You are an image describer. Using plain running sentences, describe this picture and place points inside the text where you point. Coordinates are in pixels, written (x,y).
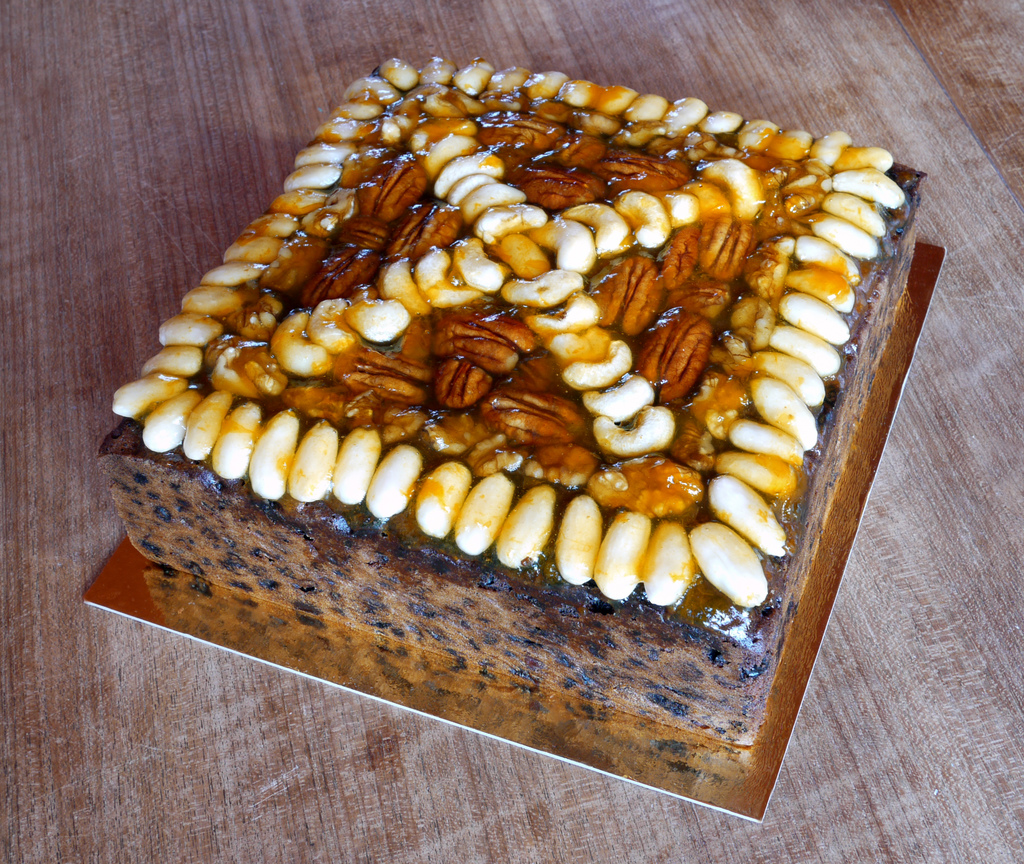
There is a cake (415,541) with dry fruits (692,305) on a cake base (722,753). It is on a wooden surface (556,771).
